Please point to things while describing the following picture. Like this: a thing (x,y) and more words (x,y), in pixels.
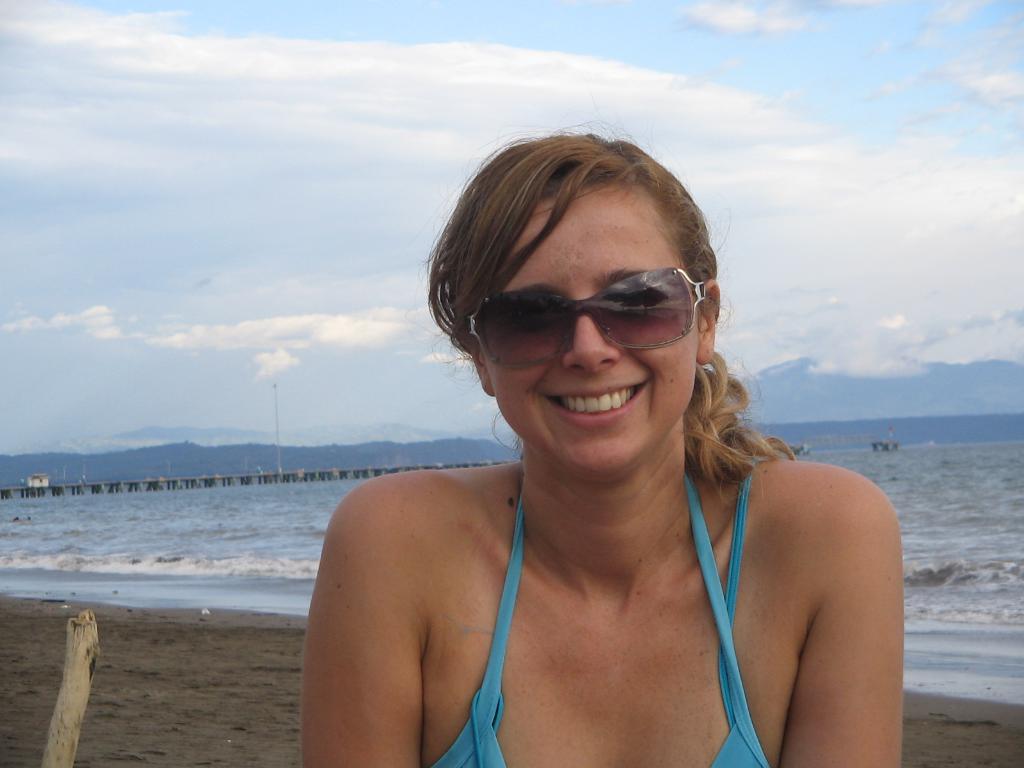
In this picture there is a girl (877,593) in the center of the image (679,356) and there is water (54,539) in the background area of the image (54,539), there is a bamboo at the bottom side of the image (72,720).
